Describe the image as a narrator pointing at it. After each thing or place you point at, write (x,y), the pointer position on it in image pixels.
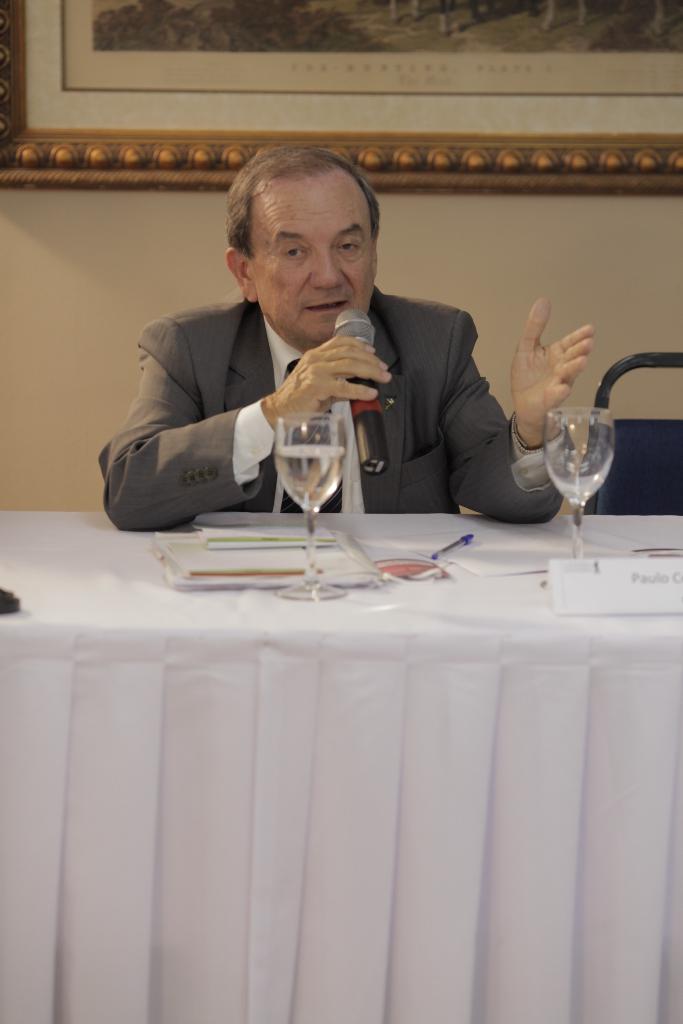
In this image in the center (321,664) there is a table (328,654) which is covered with a white colour cloth (352,632). On the table (352,519) there are glasses (580,462), there is a name plate (595,575), pen (445,553) and there are papers (241,567). Behind the table (343,650) there is a man (408,415) sitting and holding a mic (373,386) and speaking. In the background (207,151) on the wall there is a frame (488,92).
